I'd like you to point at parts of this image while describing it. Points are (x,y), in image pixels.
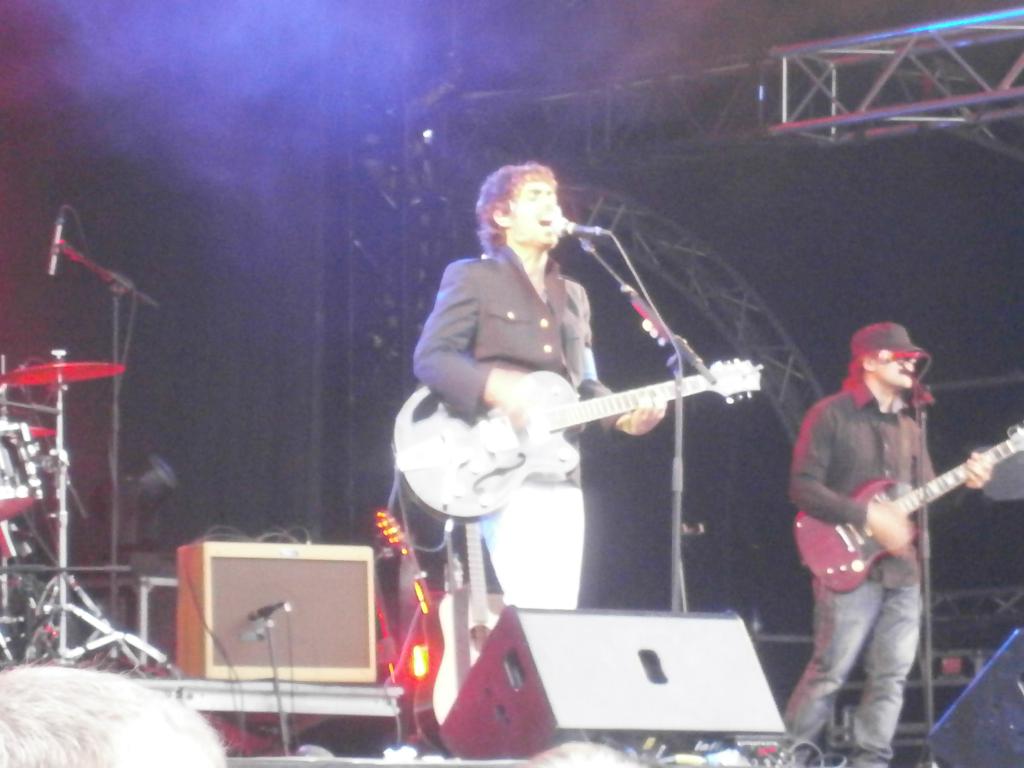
This image consists of two persons (576,557) playing guitar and singing. It looks like a concert. And we can see many musical instrument (419,607) on the dais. In the front (625,679), there is a speaker (639,666). In the background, we can see a stand (101,642).
